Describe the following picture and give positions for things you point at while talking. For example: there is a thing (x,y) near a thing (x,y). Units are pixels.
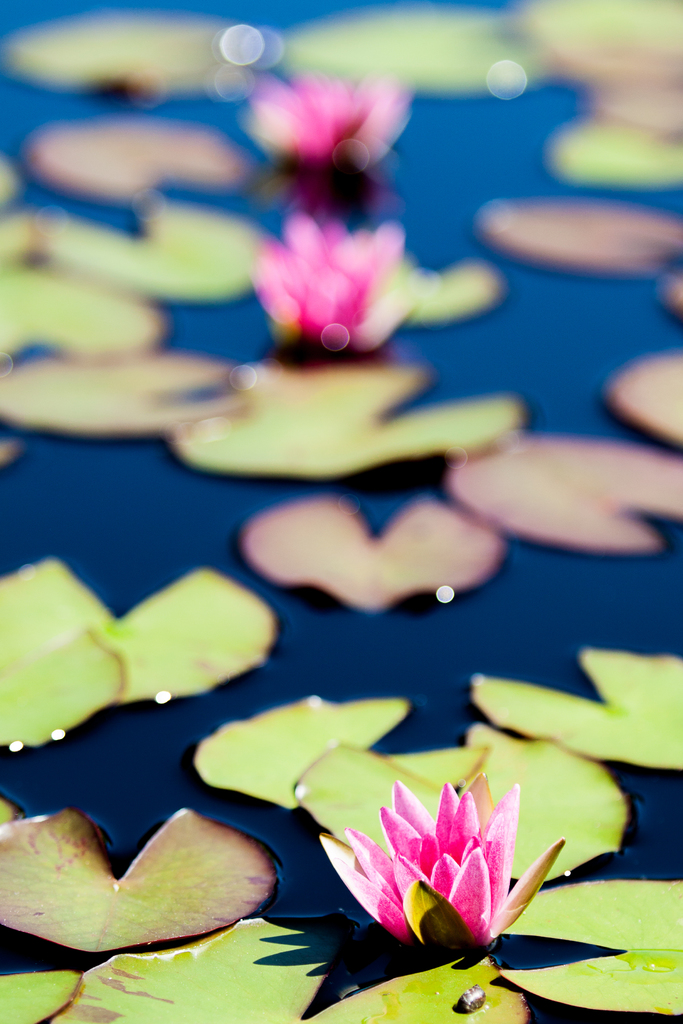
In this picture we can see lotuses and leaves (384,712) on water (365,656).
